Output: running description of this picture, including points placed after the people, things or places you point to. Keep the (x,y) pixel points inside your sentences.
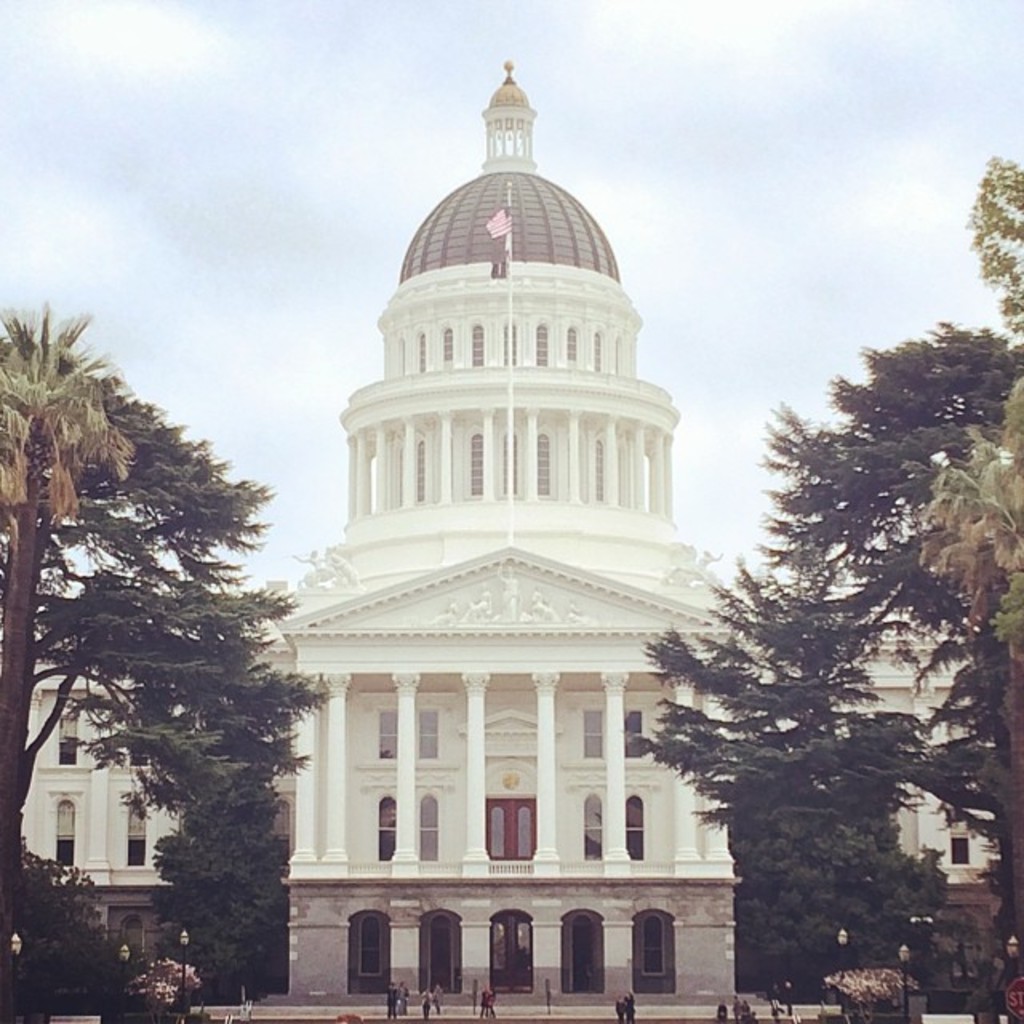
In this image we can see a few people (425,1011) are walking, we can see light poles (901,943), trees (232,916), white building (569,707) and the sky (573,87) in the background (295,243).
